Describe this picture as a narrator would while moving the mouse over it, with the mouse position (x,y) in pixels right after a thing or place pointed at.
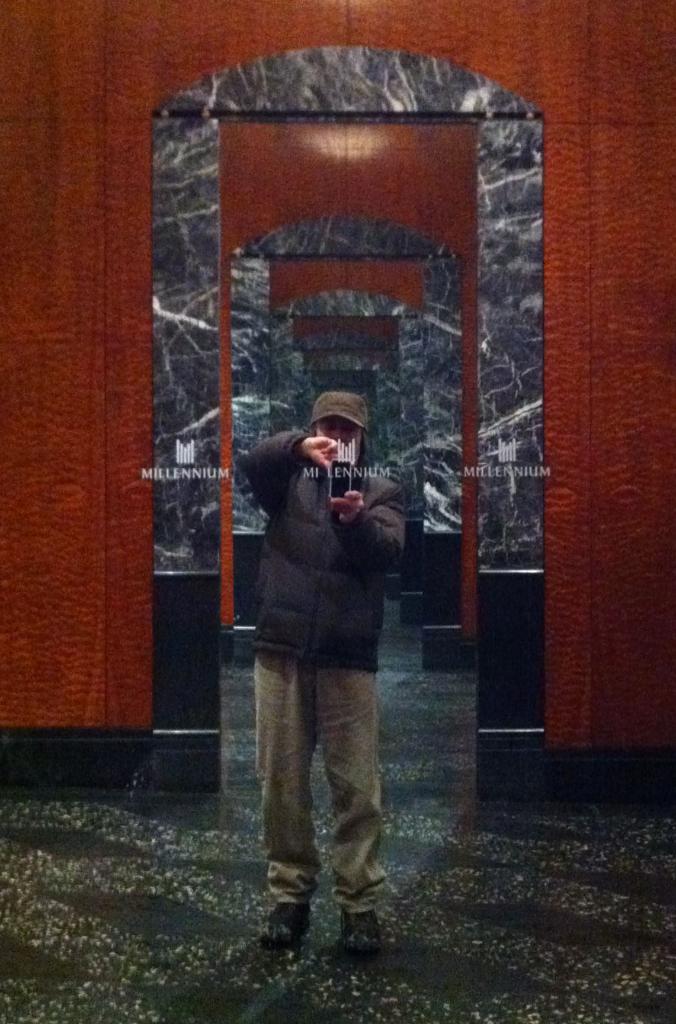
In this picture we can see a man (303,639), he is standing and he wore a cap (334,414).
